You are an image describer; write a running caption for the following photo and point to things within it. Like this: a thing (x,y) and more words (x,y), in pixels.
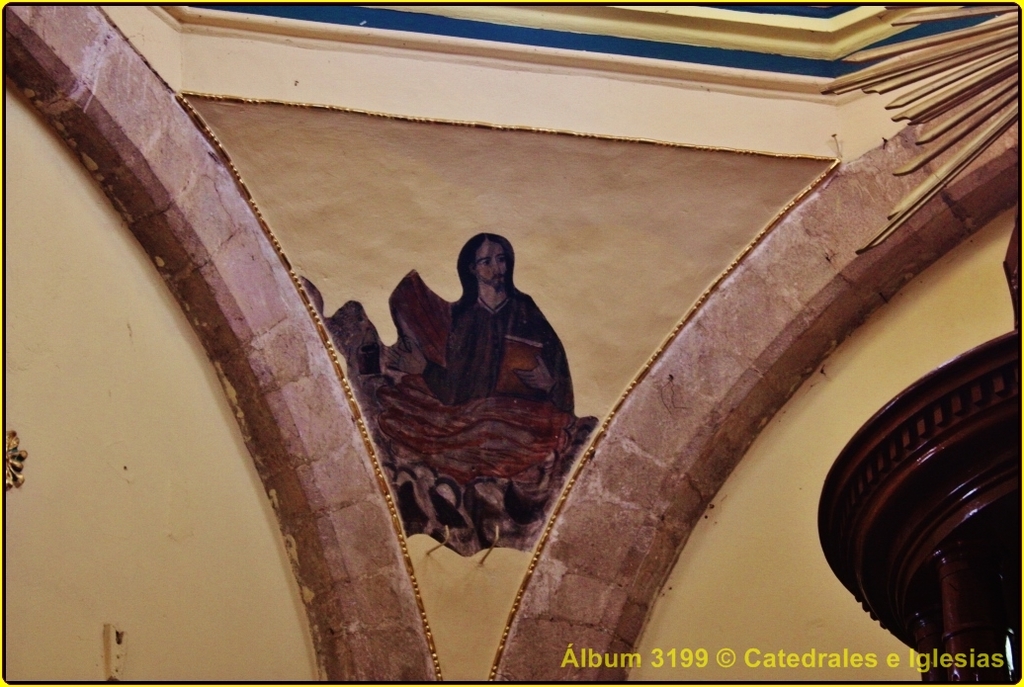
This is a photo and here we can see an image (411,295) of a person (461,378) on the wall (456,567) and there is a stand (951,464). At the bottom (718,652), there is some text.
